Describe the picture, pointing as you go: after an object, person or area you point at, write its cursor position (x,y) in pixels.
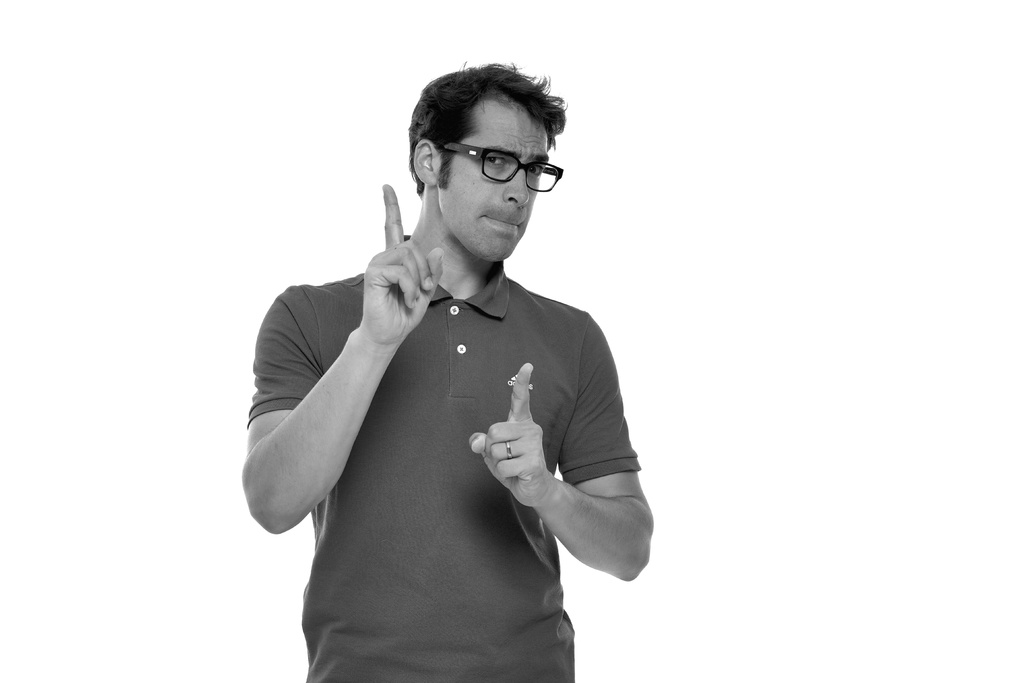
In this image we can see a person (432,468) wearing spectacles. There is a white background (260,281) in the image.
